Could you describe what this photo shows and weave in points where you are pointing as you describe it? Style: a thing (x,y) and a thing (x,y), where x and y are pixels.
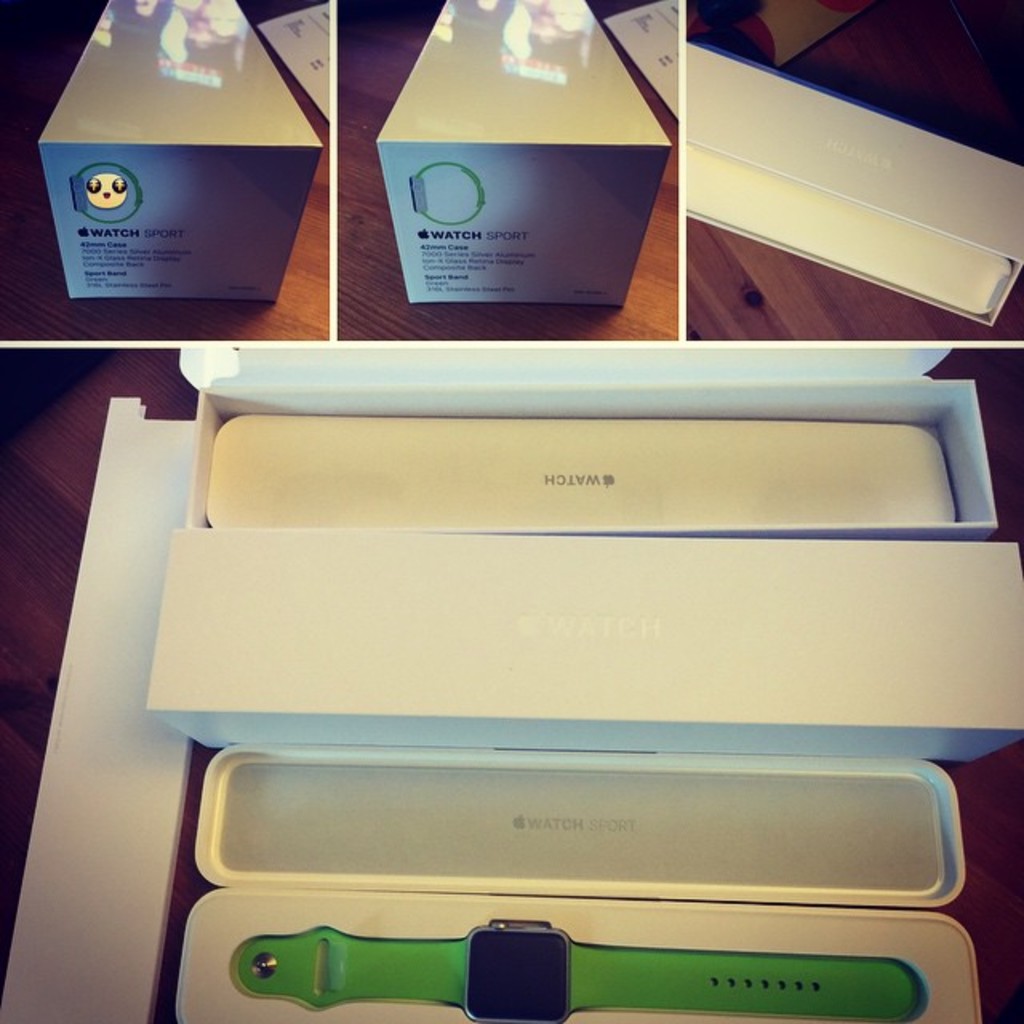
It is a collage picture. In the center of the image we can see tables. On the tables (183,932), we can see the papers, square and rectangle shape boxes (480,391) and a few other objects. In one of the boxes (361,682), we can see one watch (353,984), which is in green and black color. And we can see some text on the boxes (591,245).
